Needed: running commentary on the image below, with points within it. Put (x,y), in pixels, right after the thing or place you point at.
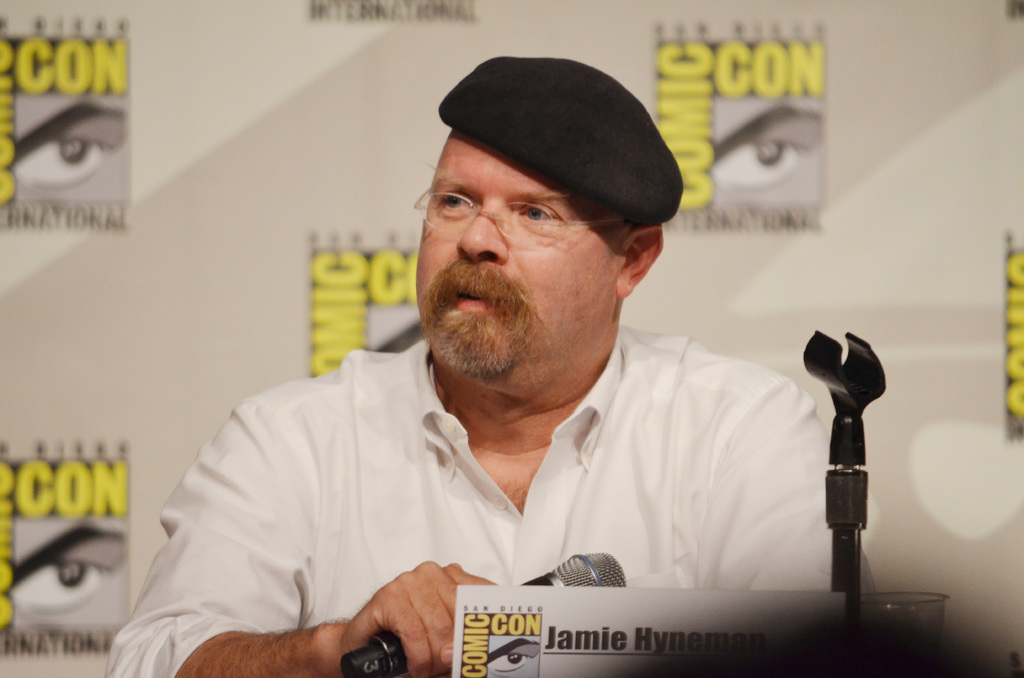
In this image I can see the person (489,494) wearing the white color shirt (286,466) and the black cap (537,111). I can see the person (477,567) holding the mic (608,568). In-front of the person (395,598) I can see the board (640,588), mic stand (851,440) and glass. In the background (270,236) I can see the banner (260,135).
